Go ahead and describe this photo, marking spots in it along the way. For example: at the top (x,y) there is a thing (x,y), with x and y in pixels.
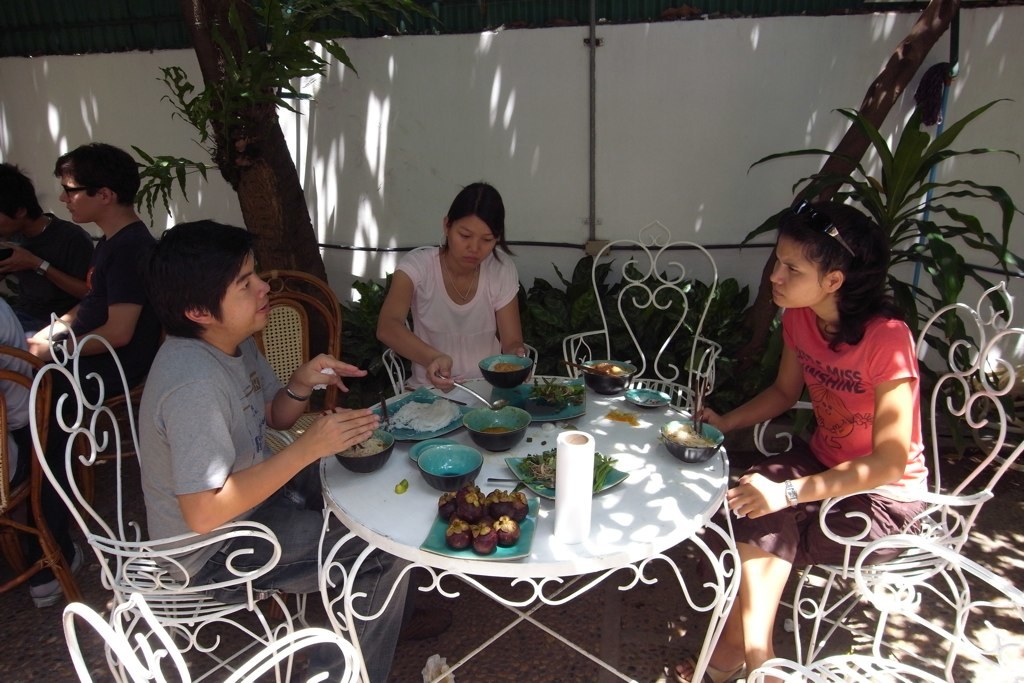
This image is clicked outside. This is looking like a restaurant (410,482). There is a table (595,530) in the middle (630,411) and chairs (259,648) around the table (361,493). People (925,459) are sitting on the chairs (279,358). There are bowls (484,366), plates (651,401), eatables (609,464) and tissues (571,475) on the table (614,496). The table (614,502) is white colour. There is tree (939,274) on the left side (249,10) and right side too. There are people (16,235) sitting on the left side (46,312). There are pipes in the middle (584,240) to the wall (510,186).
